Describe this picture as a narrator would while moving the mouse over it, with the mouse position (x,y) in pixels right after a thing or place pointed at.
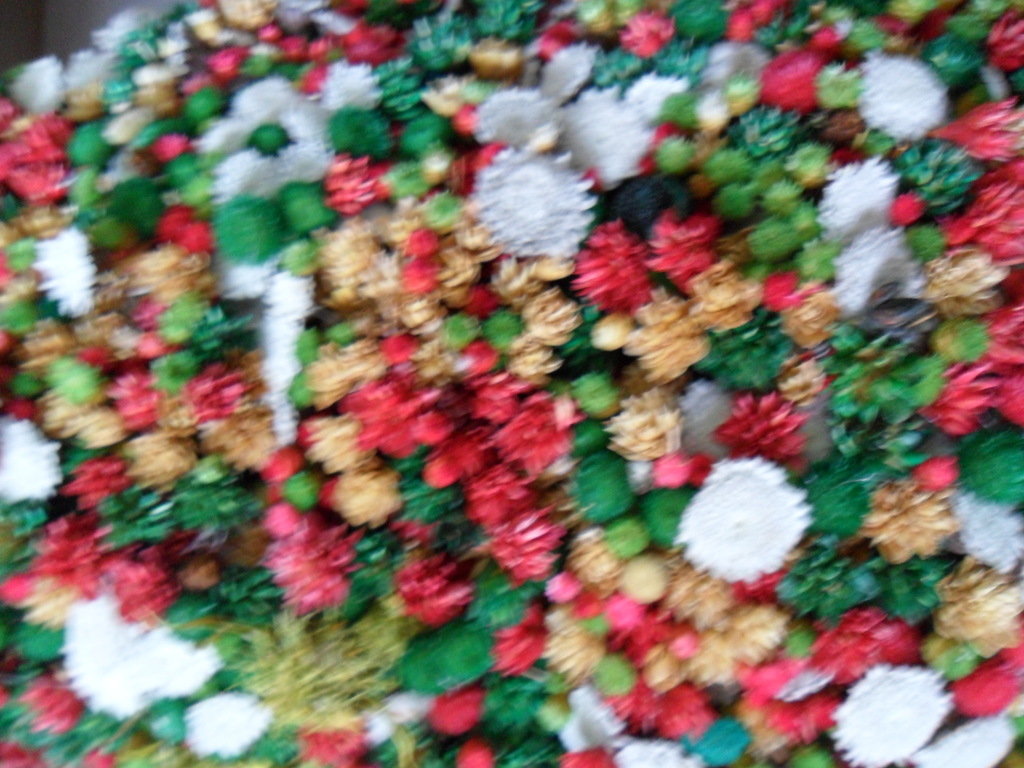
In this image we can see flowers (408,231) of different colors, and the picture is blurred.
